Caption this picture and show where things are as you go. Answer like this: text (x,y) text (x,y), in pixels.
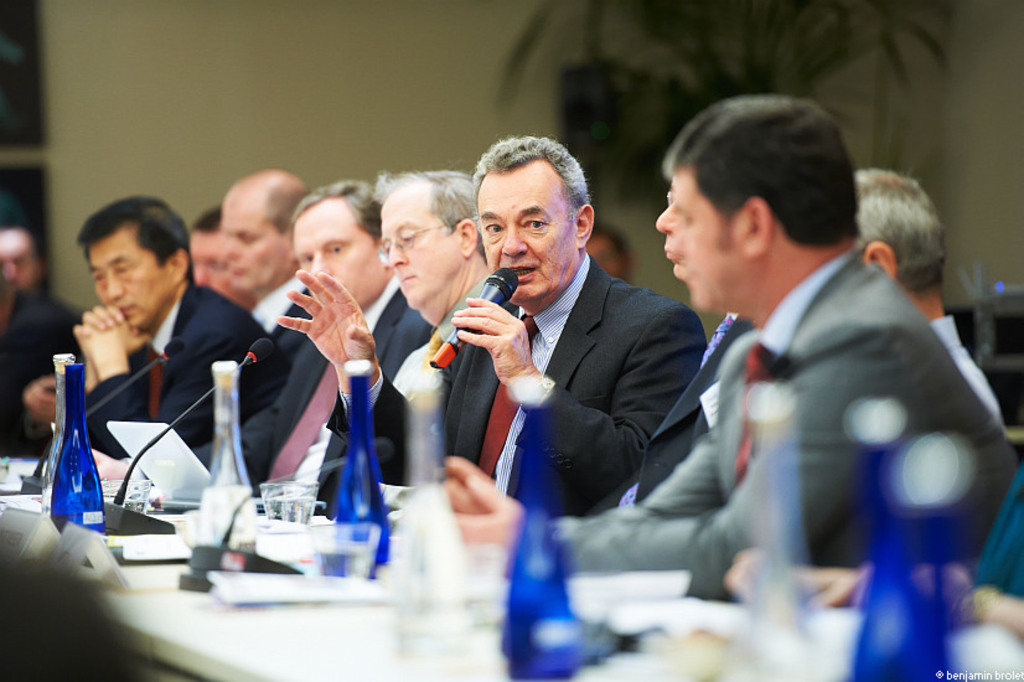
This picture shows few people (319,405) seated on the chairs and a man (592,396) speaking with the help of a microphone (457,349) in his hand (522,332) and we see few bottles (919,660) glasses (304,517) and a laptop (155,433) and few papers (226,590) and microphones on the table (319,680) and we see a plant (688,106) to the corner of the room (88,141).
